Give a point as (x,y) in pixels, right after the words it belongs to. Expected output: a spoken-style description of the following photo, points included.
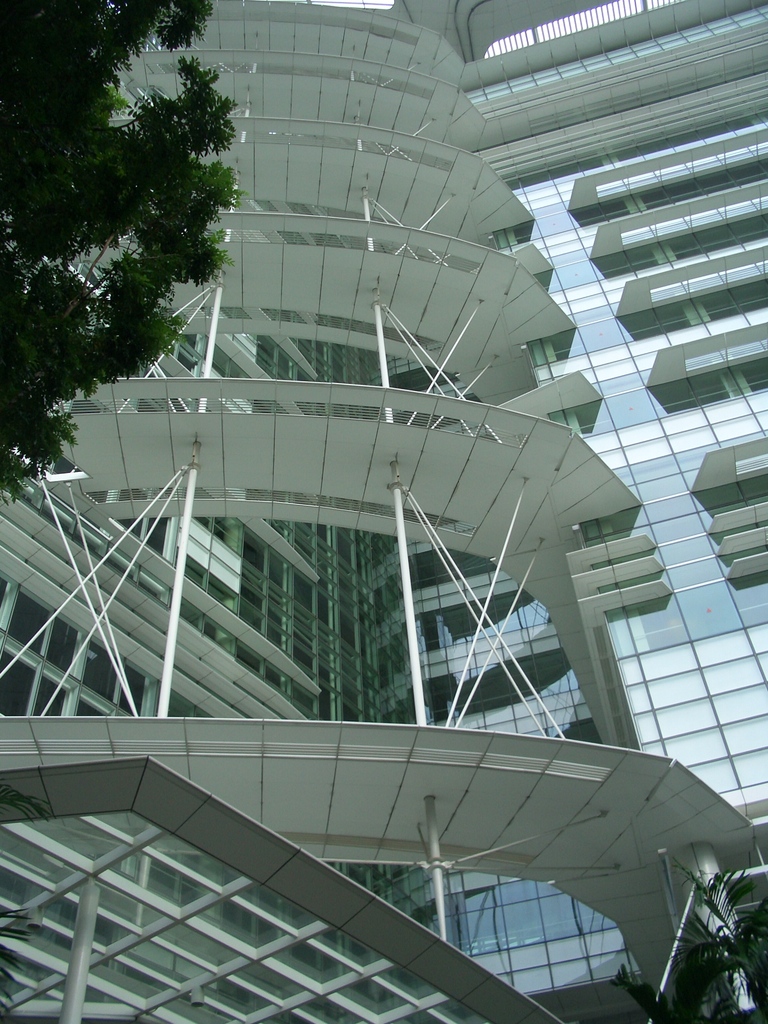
In this image we can see the outside view of a building (560,632). We can also see the trees (85,35) in this image.
